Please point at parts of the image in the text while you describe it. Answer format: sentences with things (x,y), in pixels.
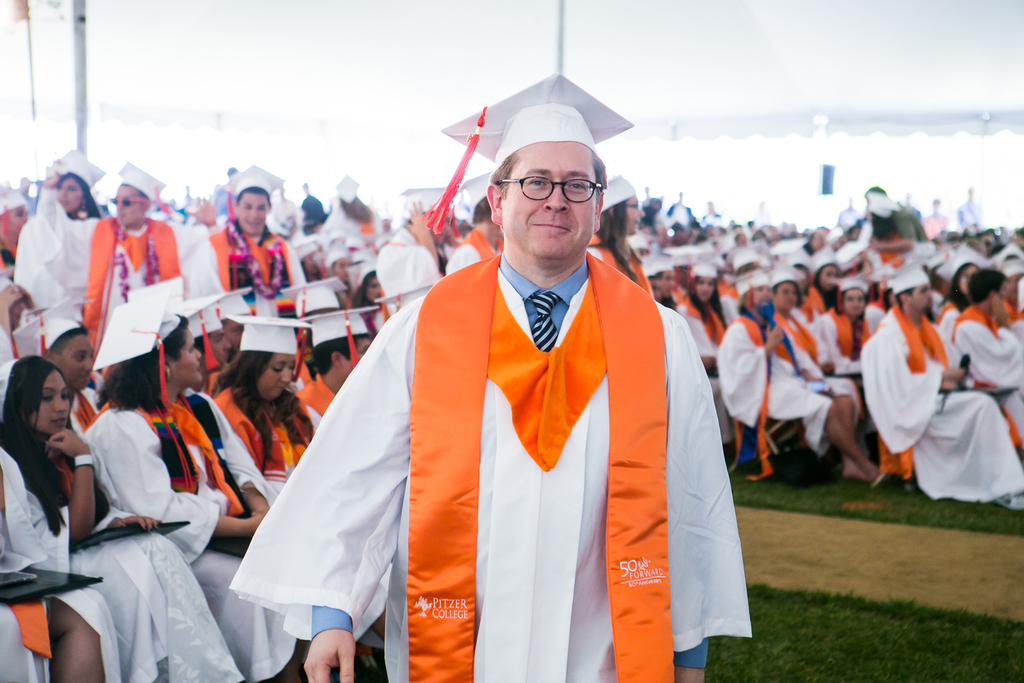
In this image I see number of people (321,267) in which most of them are sitting and rest of them are standing and I see that all of them are wearing same dress (95,318) and white color caps (492,123) on their heads (560,147) and I see that this man (485,308) is smiling and I see the ground (806,520) on which there is green grass (778,642) and I see that it is white in the background (350,66) and I see 2 poles (83,40).
